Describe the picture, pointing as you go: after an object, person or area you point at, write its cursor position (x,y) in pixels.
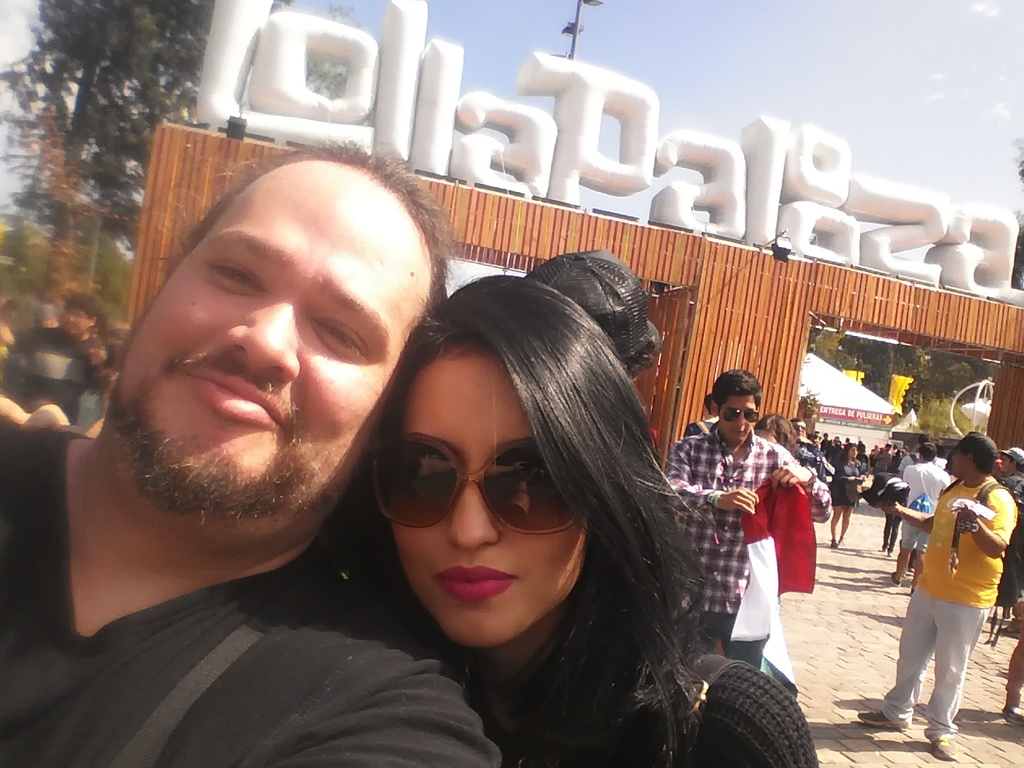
In this image I can see group of people (967,445) around. In front (236,430) I can see two people (348,514) standing and wearing black color dress (729,680). Back I can see trees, tent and light pole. The sky (876,88) is in white and blue color.
